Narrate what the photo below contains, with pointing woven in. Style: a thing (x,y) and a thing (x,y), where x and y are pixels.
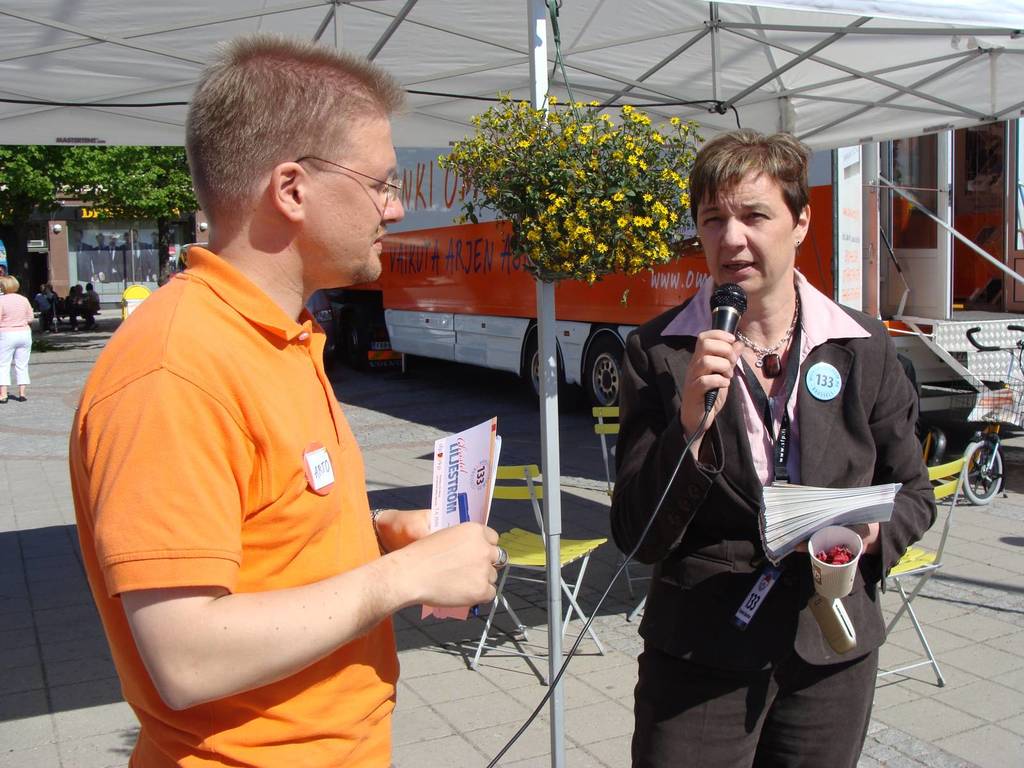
In this picture we can see a woman (665,627) holding a mic (725,314), papers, cup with her hands (706,333) and talking and beside to her we can see a man (324,578), chairs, flowers (641,226), vehicle (388,262) and in the background (26,361) we can see some people (43,313).
